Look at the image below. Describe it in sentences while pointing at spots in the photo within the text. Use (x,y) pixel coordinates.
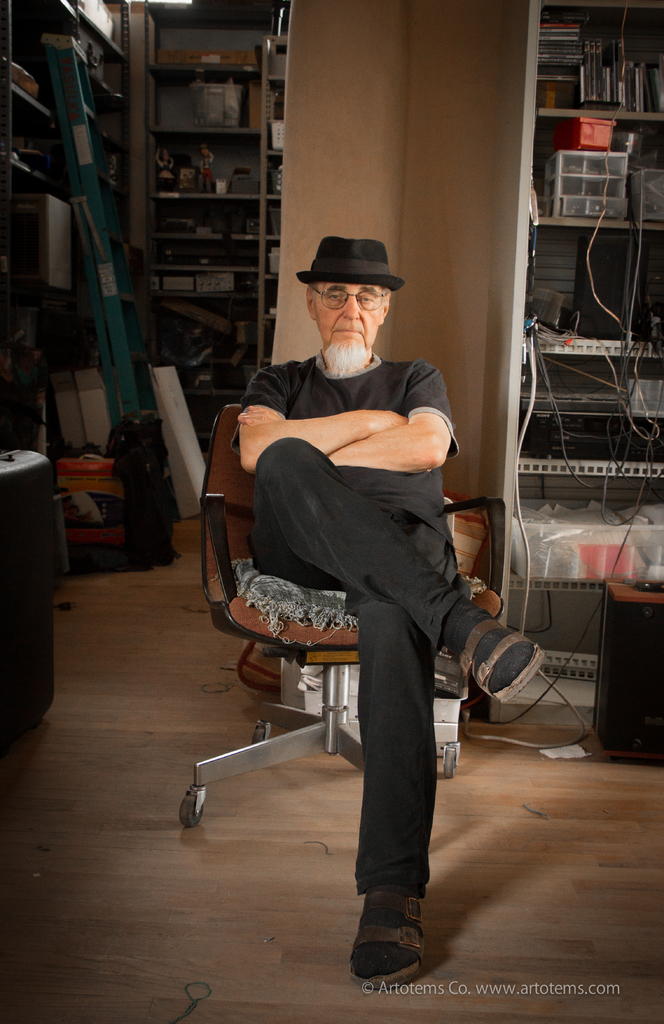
In this picture a man (356,531) is sitting on the chair (331,746). In the background (582,676) there is some electrical stuff (57,223) kept in shelf (558,337).
